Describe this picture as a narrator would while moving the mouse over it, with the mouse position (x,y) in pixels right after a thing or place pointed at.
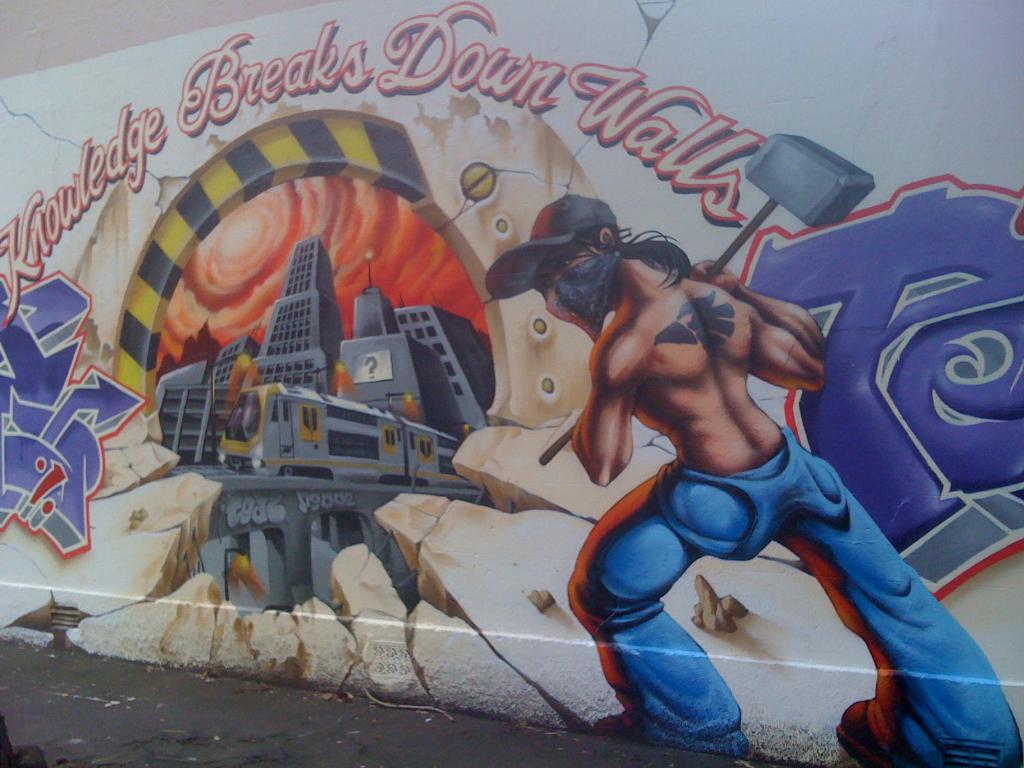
In the picture I can see painting (645,413) of a person (762,522) who is holding a hammer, buildings (347,342), the sky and something written on the wall (360,368).
